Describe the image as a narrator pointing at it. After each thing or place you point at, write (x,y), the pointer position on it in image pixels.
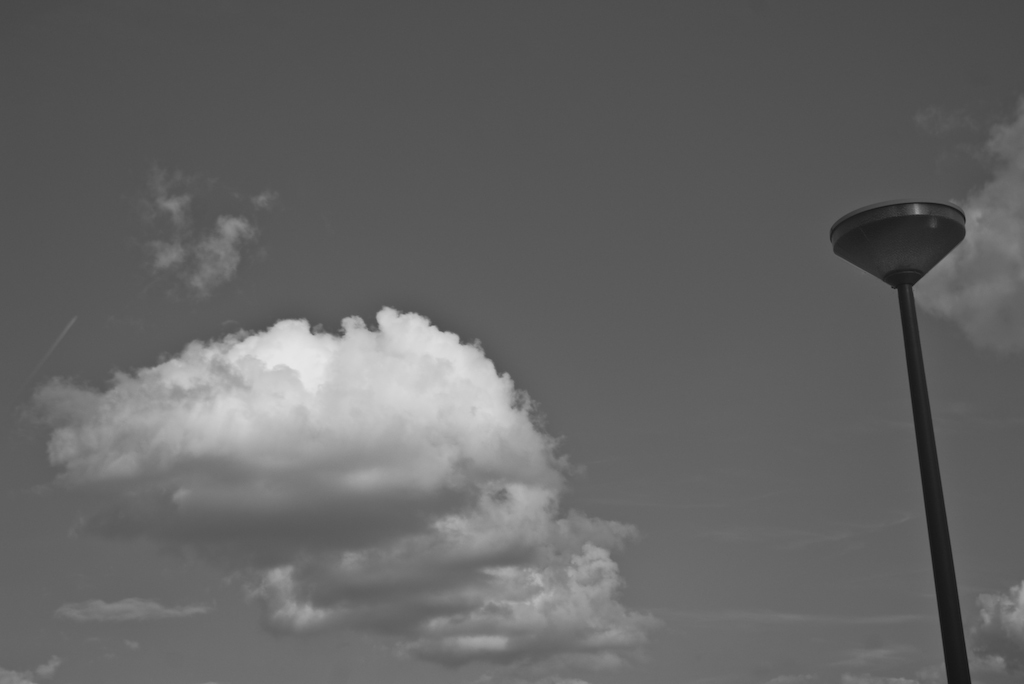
In this image I can see there are clouds (525,416) in the sky (592,309). On the right side (915,256) there is a pole (915,389). This image is in black and white color.
